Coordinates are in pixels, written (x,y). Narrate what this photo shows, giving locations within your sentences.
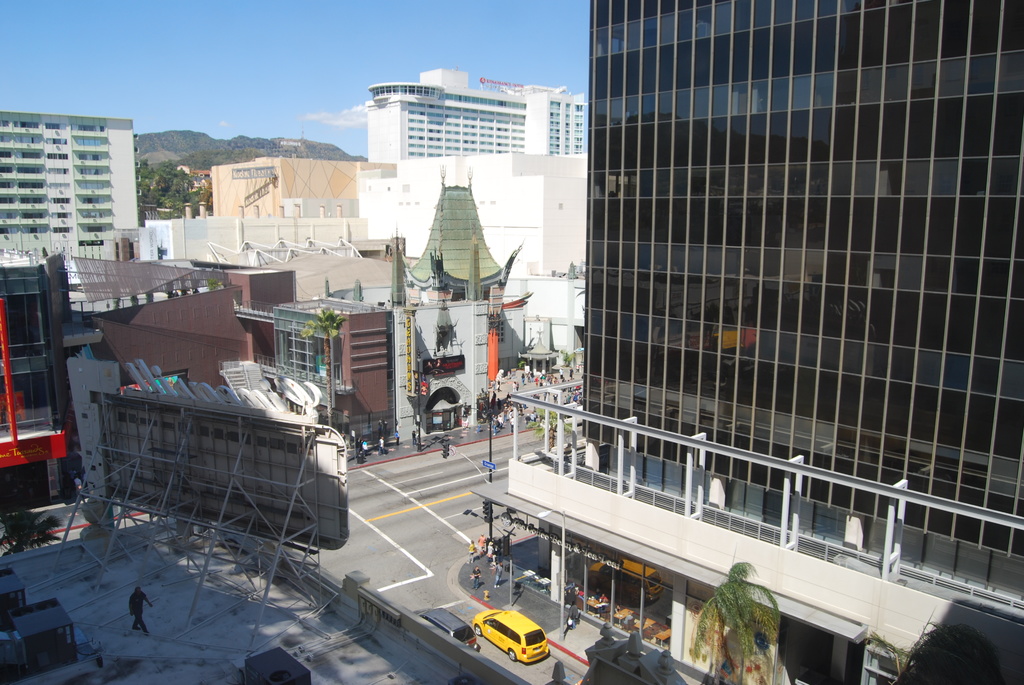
In this image we can see buildings (433,186), hills (175,186), trees (737,661), poles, motor vehicles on the road (446,510), persons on the road (366,550), advertisement boards (223,470) and sky (297,60) with clouds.
